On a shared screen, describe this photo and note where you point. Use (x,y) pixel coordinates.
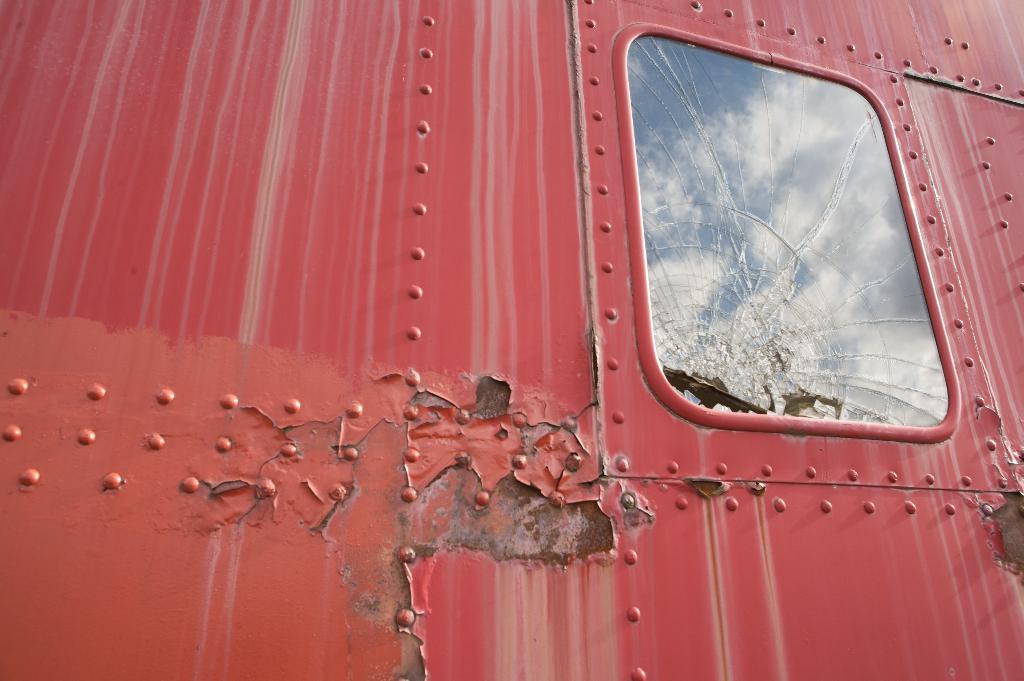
In the image there is a vehicle (753,221) with broken windows (766,331).
